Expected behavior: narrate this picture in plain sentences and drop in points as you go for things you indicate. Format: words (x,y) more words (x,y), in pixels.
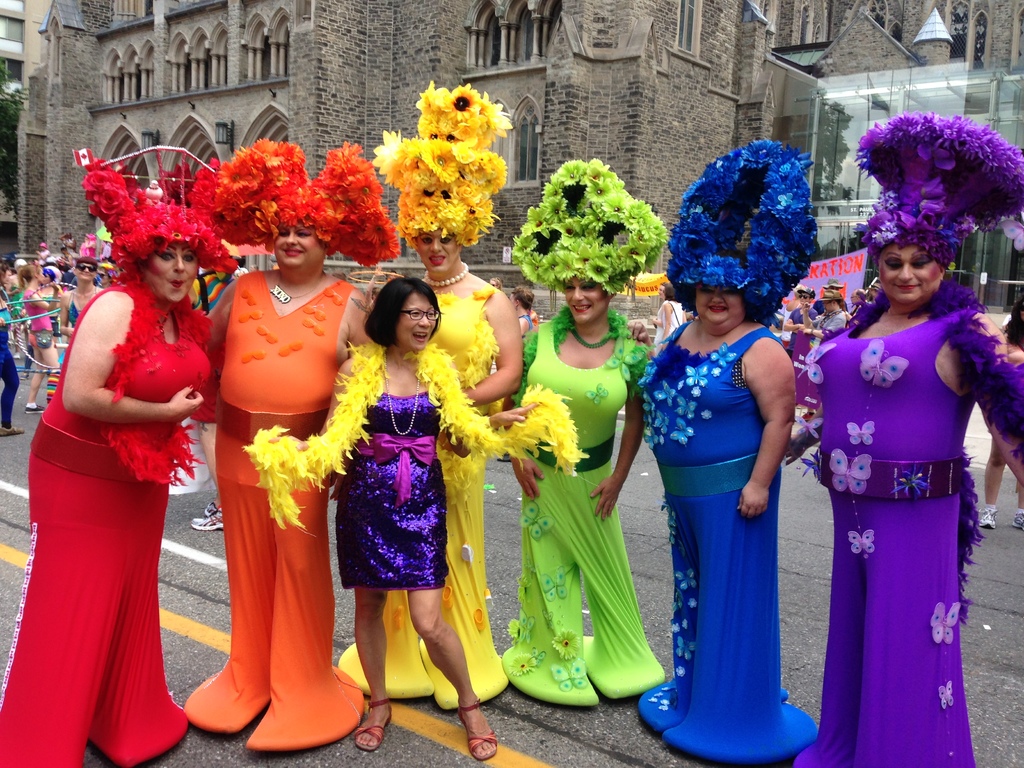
In the picture I can see some group of persons (536,410) wearing different costumes (480,442) standing and posing for a photograph and in the background (41,322) there are some other persons (68,316) standing, there are some buildings (163,133).
